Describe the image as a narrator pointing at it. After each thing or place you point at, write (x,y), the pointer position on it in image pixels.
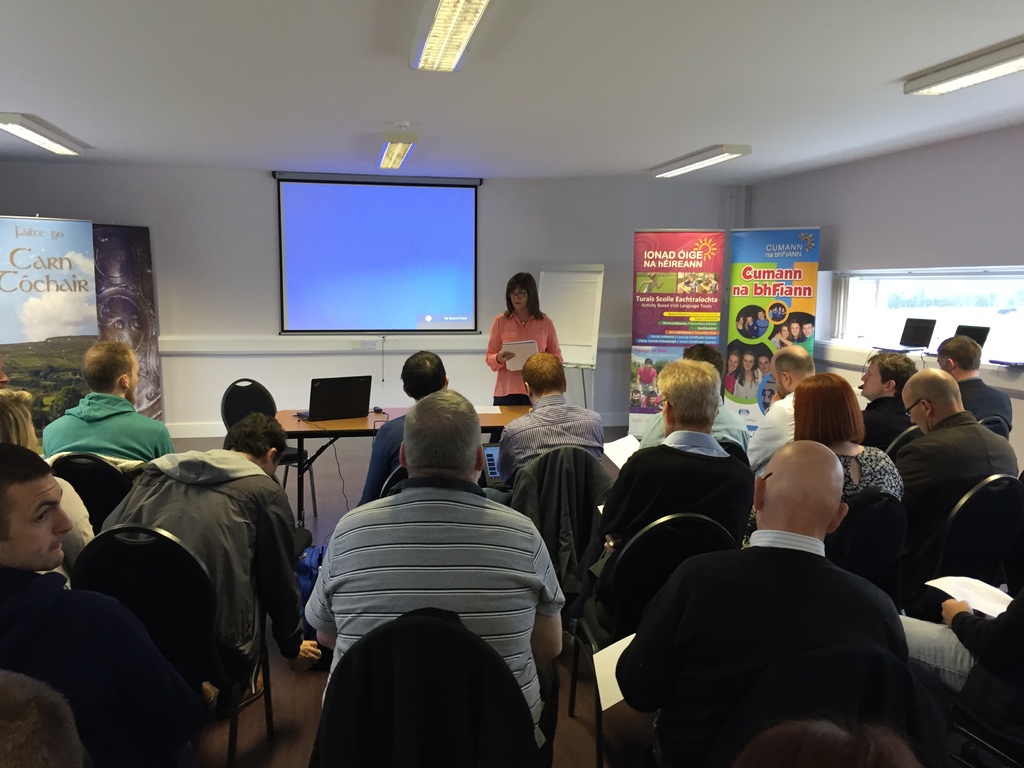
In this picture I can see a group of people (75,642) are sitting on the chairs (444,654) in the middle (668,414), there are banners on either side of this image. In the background (521,396) a woman (553,334) is standing, beside her there is a laptop (355,388) on the table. Behind her I can see the projector screen (399,256), at top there are ceiling lights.
